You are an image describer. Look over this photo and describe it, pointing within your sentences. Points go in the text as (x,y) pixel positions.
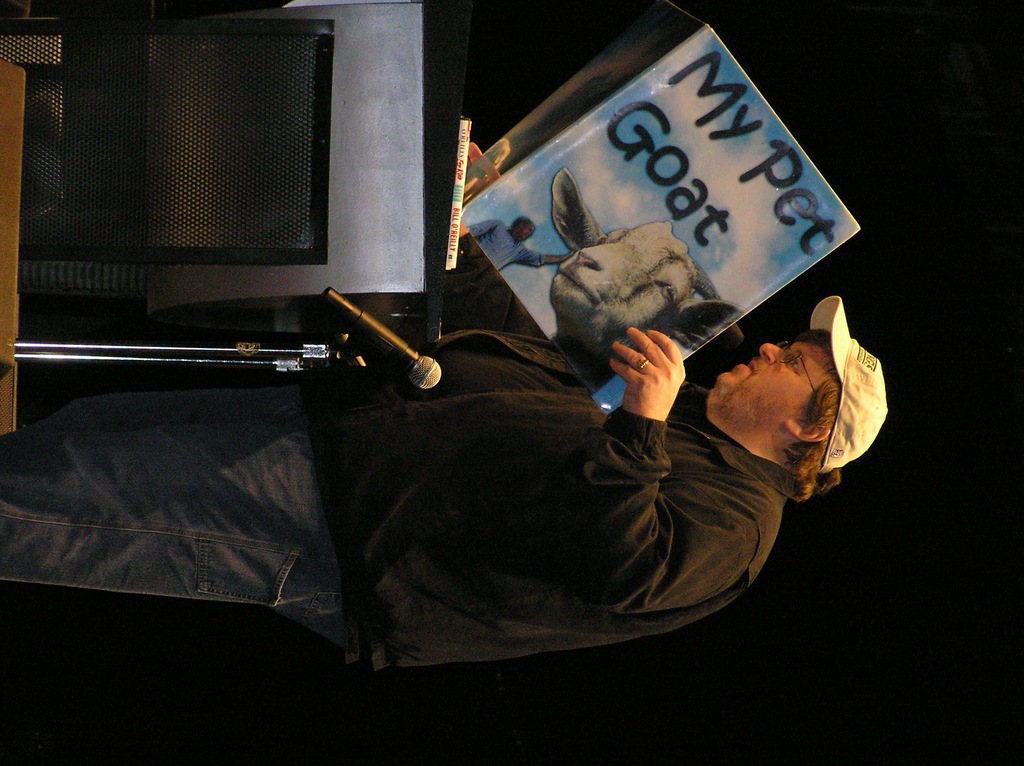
In this picture I can observe a man (429,442) standing in front of a podium (256,232). Beside the podium (164,270) there is a mic (390,340) and a stand (357,340). I can observe an album (645,250) in the man's hand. The man (634,340) is wearing a cap (857,431) on his head (823,428). The background is dark.
